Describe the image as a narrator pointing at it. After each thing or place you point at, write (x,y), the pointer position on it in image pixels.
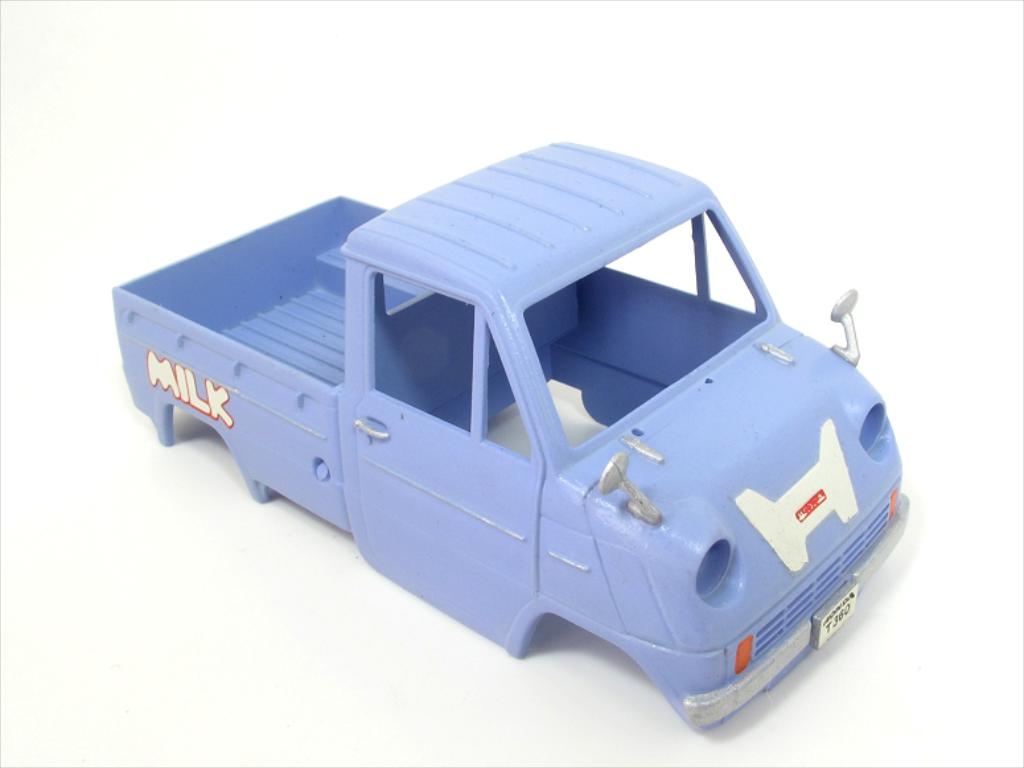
Here we can see a toy vehicle (437,469) with no tires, glasses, lights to fit on a platform (409,744).
